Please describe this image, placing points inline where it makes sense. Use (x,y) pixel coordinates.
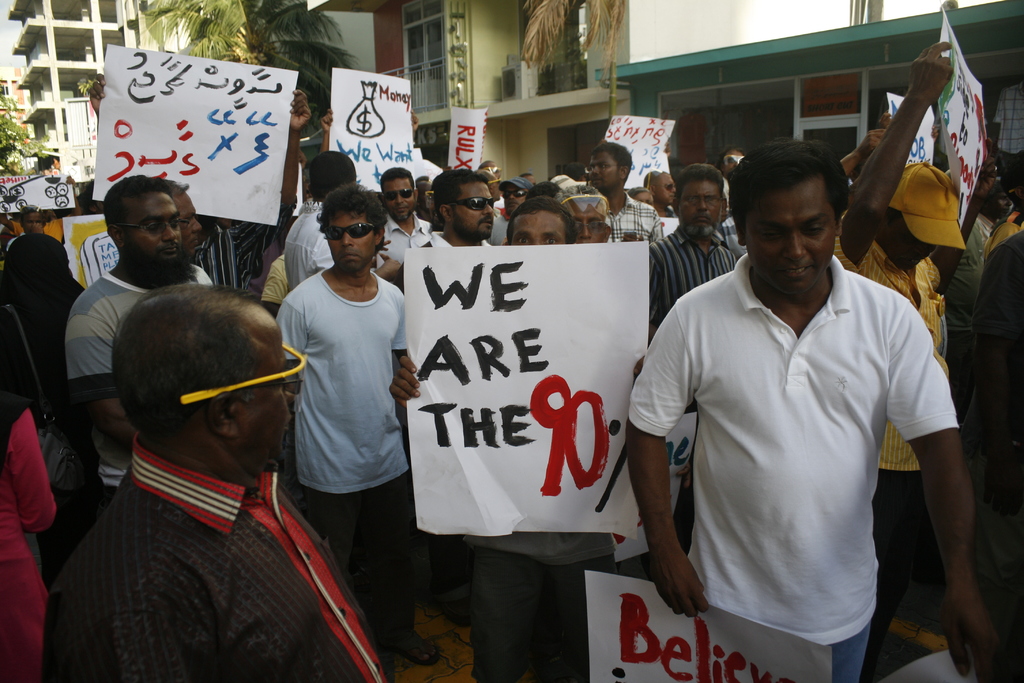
In this image we can see a group of people (867,268) wearing dress (864,267) are standing on the ground (437,682). Some persons (748,407) are holding boards (270,209) with some text (701,653) in their hands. In the background (488,70), we can see a group of buildings (704,42) with windows (840,106), air conditioners (507,92), railing (444,91), group of trees (14,107) and the sky (1,47).
